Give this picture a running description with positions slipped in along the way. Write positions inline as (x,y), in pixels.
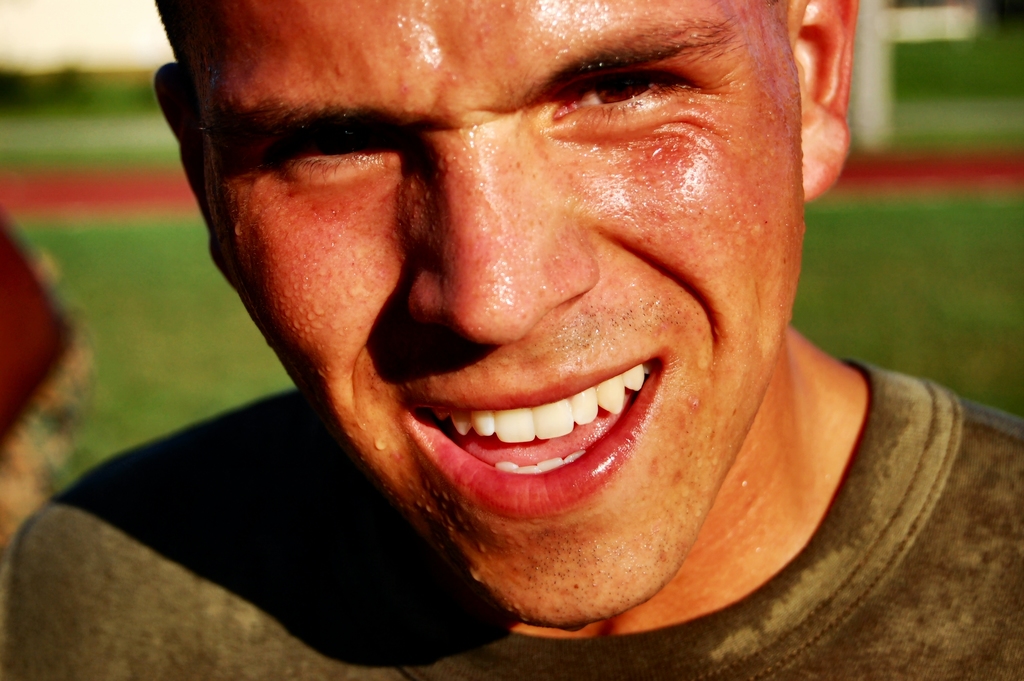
There is a man (274,343) in the center of the image (610,420), it seems like grassland (866,307) in the background area (858,300).
